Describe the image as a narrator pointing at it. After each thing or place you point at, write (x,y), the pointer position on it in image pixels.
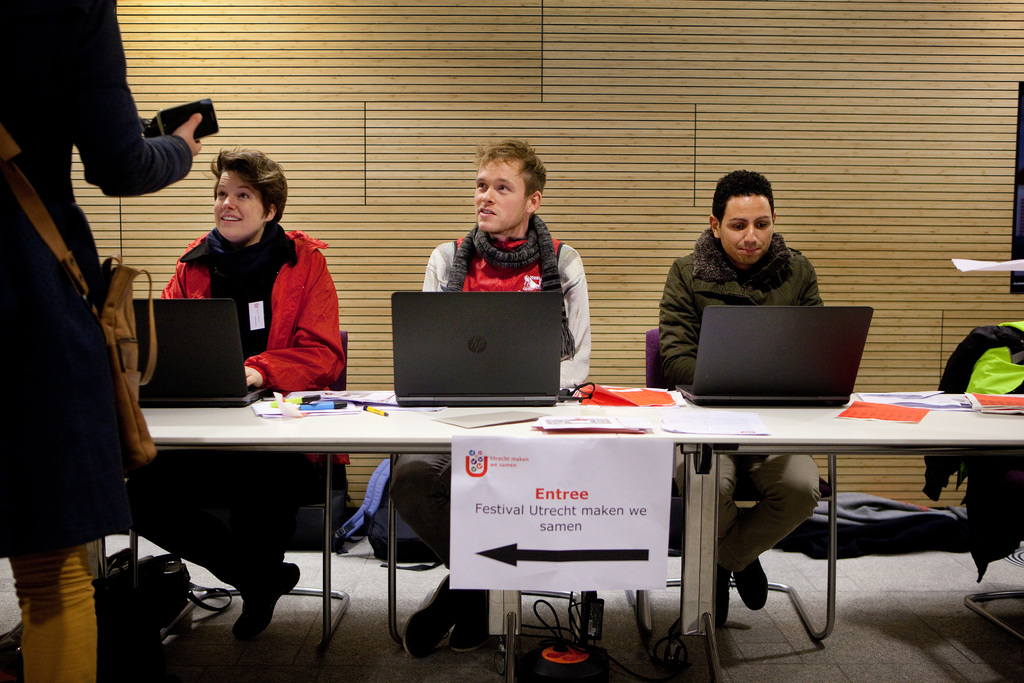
In this image I can see three person (298,372) sitting on the chair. On the table (459,430) there is a papers (599,428), marker (313,407) and a laptop (208,365) and the person (27,286) is standing and wearing a bag (29,208).
